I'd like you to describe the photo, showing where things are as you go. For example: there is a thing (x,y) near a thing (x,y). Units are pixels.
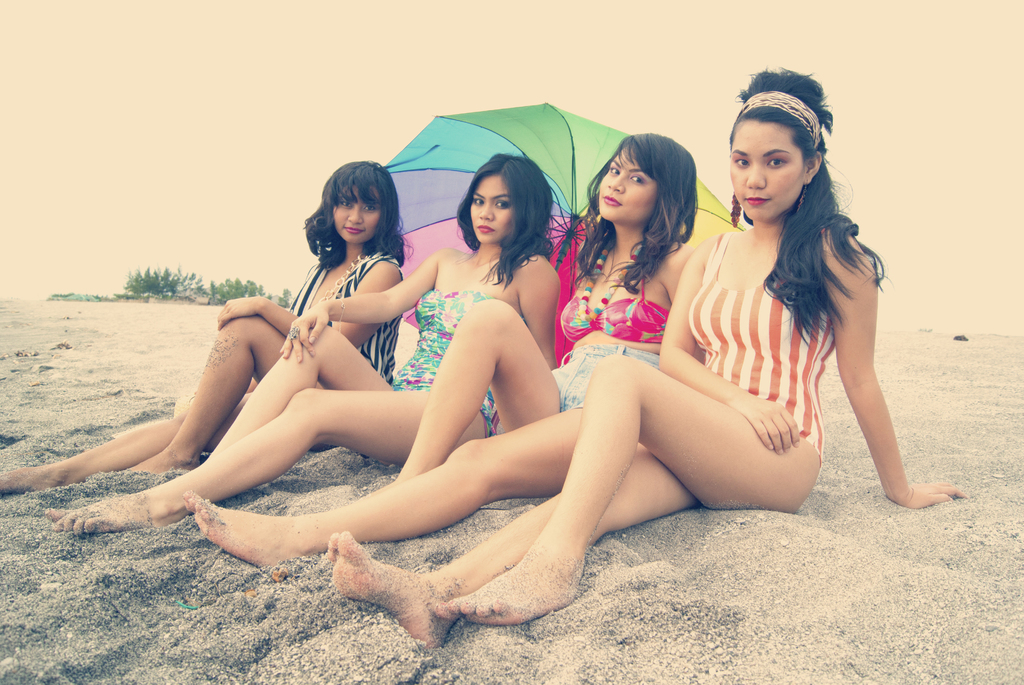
Here we can see four women (616,446) are sitting on the sand (722,605) and there is an umbrella (597,133). In the background (286,282) we can see plants (132,289) and sky (624,88).
